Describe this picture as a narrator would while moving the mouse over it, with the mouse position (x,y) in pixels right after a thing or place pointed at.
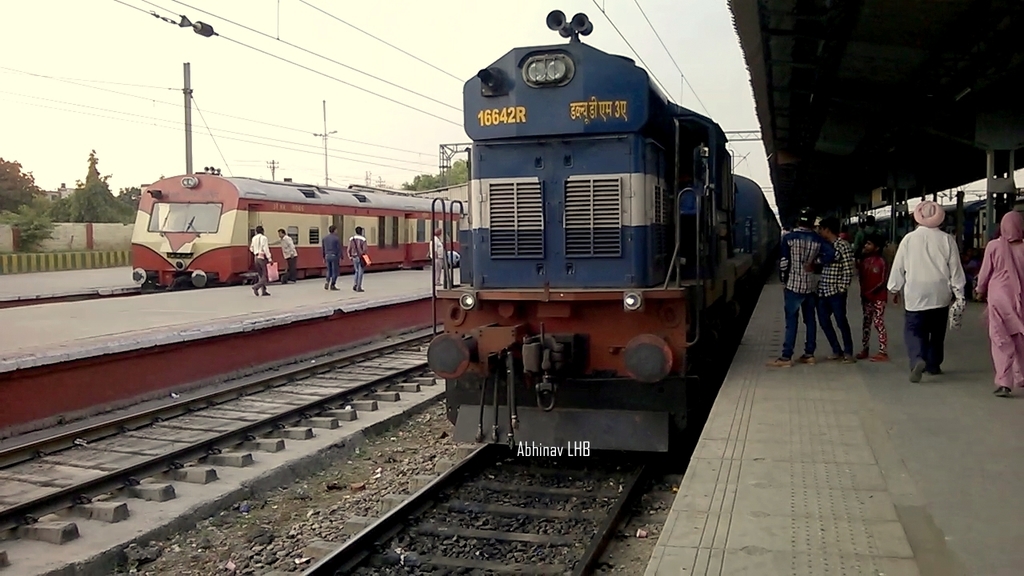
In this image I can see trains (162,265) and railway track (352,449), platform (413,289) in the middle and I can see the few persons (261,263) walking on the platform (382,276), on the right side (735,387) I can see platform (856,317) and I can see few persons (865,222) walking and on the left side (18,199) there are trees (17,214) and the sky (145,127).
